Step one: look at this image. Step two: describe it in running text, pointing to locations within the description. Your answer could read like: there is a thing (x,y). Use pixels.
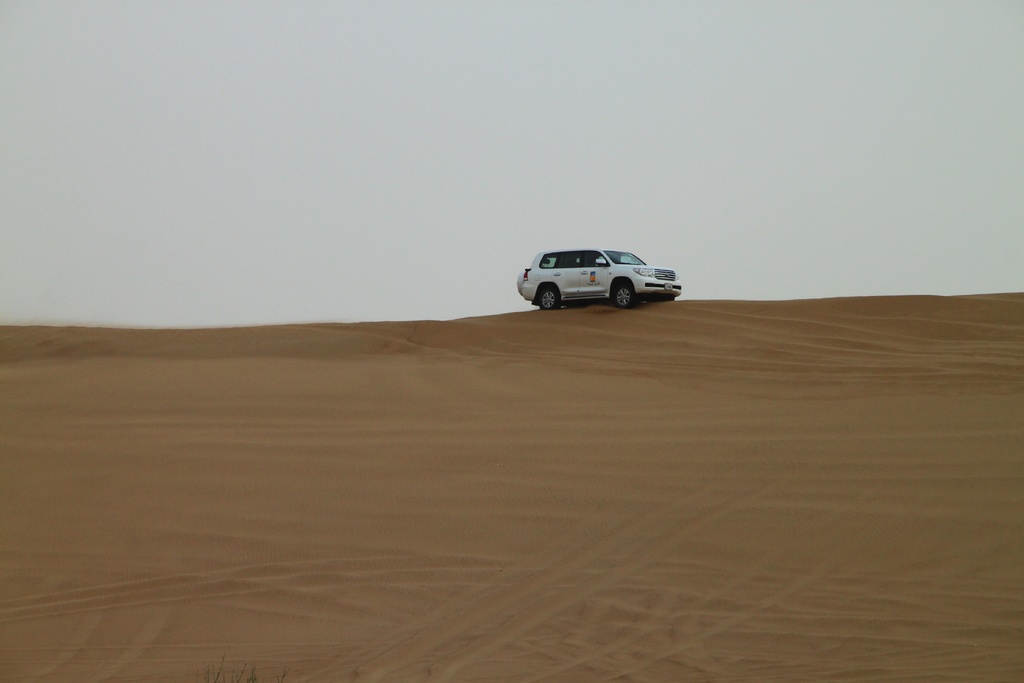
In this image we can see a car (600,266) on the desert (508,440). In the background (278,301) there is sky (487,140).
